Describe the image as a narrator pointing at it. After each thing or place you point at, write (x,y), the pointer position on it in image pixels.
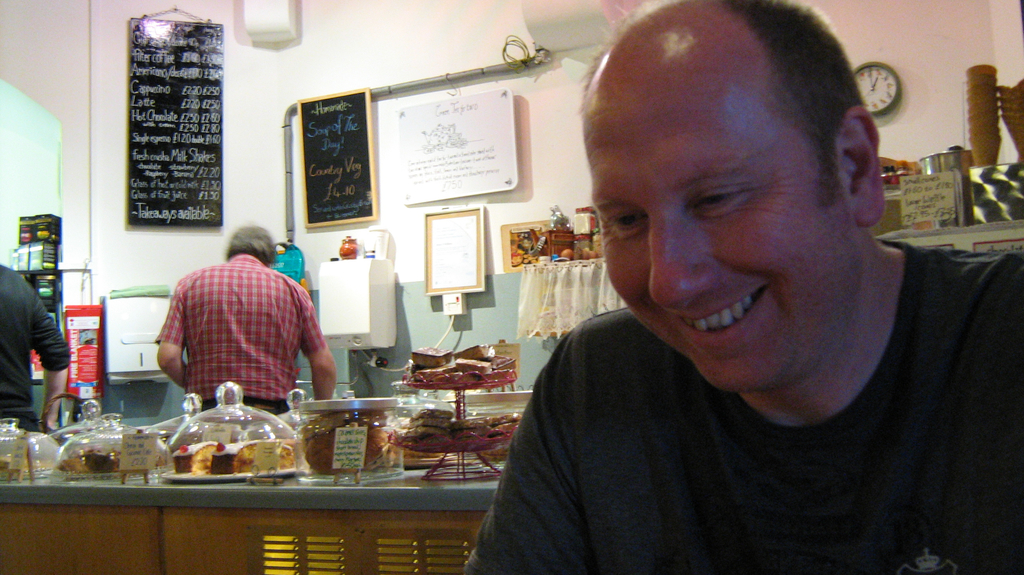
There is a man (809,318) smiling. We can see boards (344,443), cakes (204,467), container (346,400), stands (423,379) and objects (118,445) on the table (326,486). There are two people (287,340) and we can see objects (1004,213) on platform (968,233). In the background (426,278) we can see devices (373,285), frames (448,270), clock (882,73) and wall (512,76) and few things (582,273).
